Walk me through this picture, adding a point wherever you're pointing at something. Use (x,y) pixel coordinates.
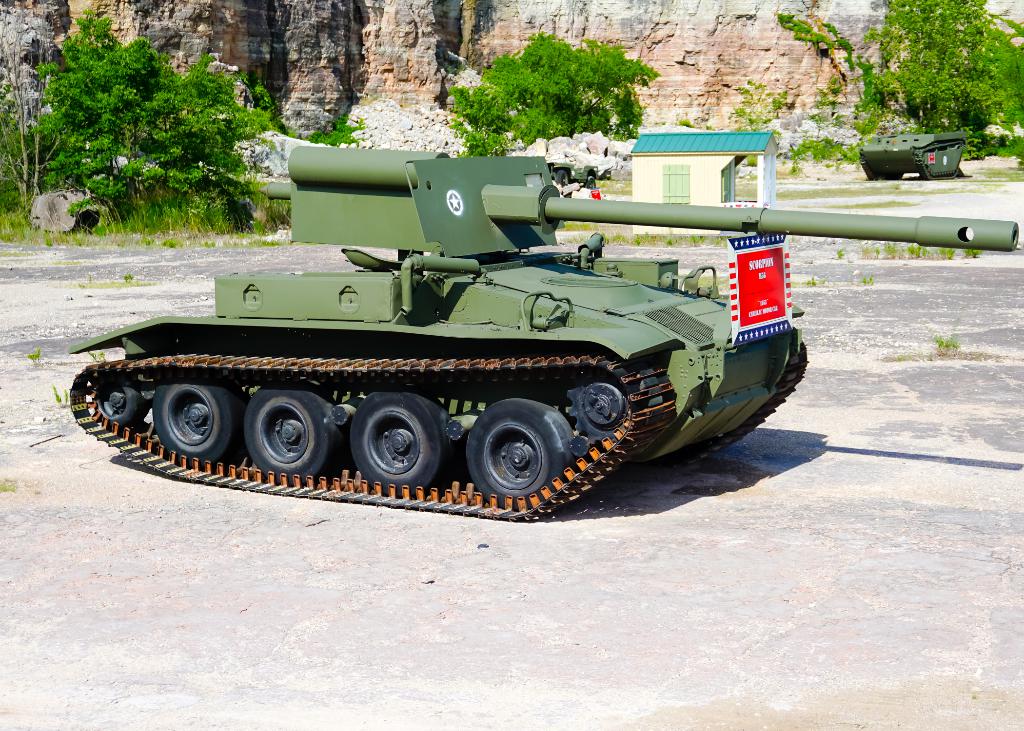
In this picture, we see an M56 Scorpion (481,350). It is in green color. We see a board (760,299) in white, red and blue color. There are trees (58,165) and rocks (367,70) in the background (613,88). On the right side (924,173), we see another tank (940,168) and trees (884,80). At the bottom of the picture (387,631), we see the road (615,653).
